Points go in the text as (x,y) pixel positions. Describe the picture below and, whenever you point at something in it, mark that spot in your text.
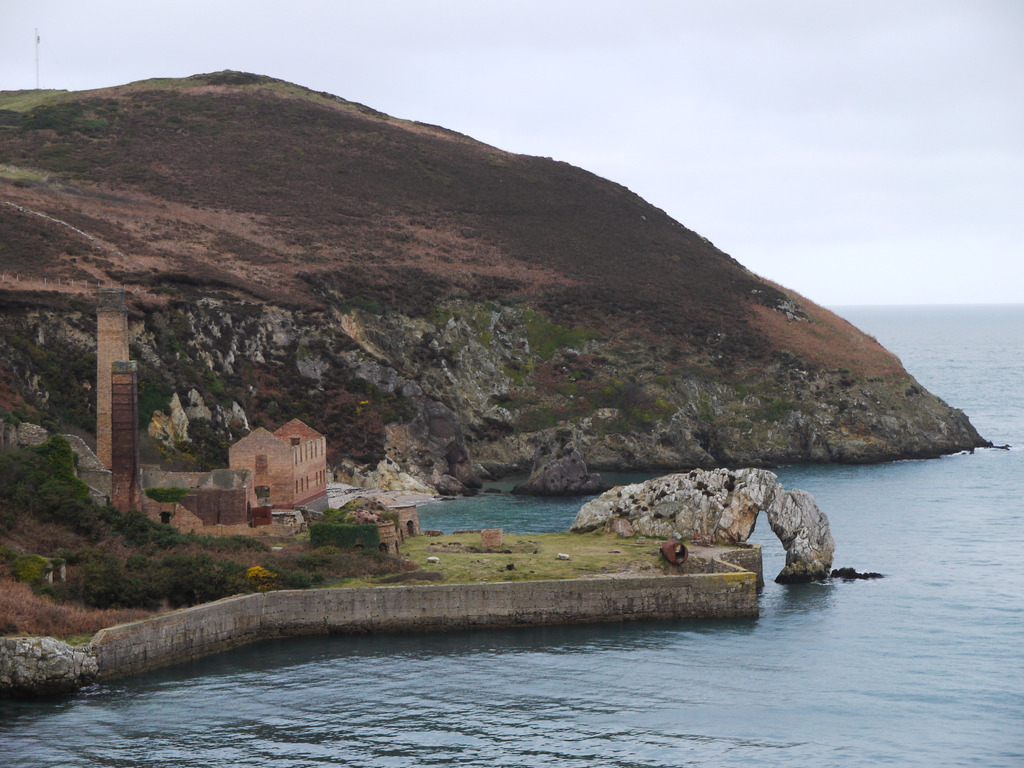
In this picture there is a building (288,462), two towers (123,434), few plants (165,551) and a greenery ground (449,543) in the left corner (298,541) and there is water (894,649) in the right corner (910,623) and there is a mountain (298,228) in the background (298,228).
